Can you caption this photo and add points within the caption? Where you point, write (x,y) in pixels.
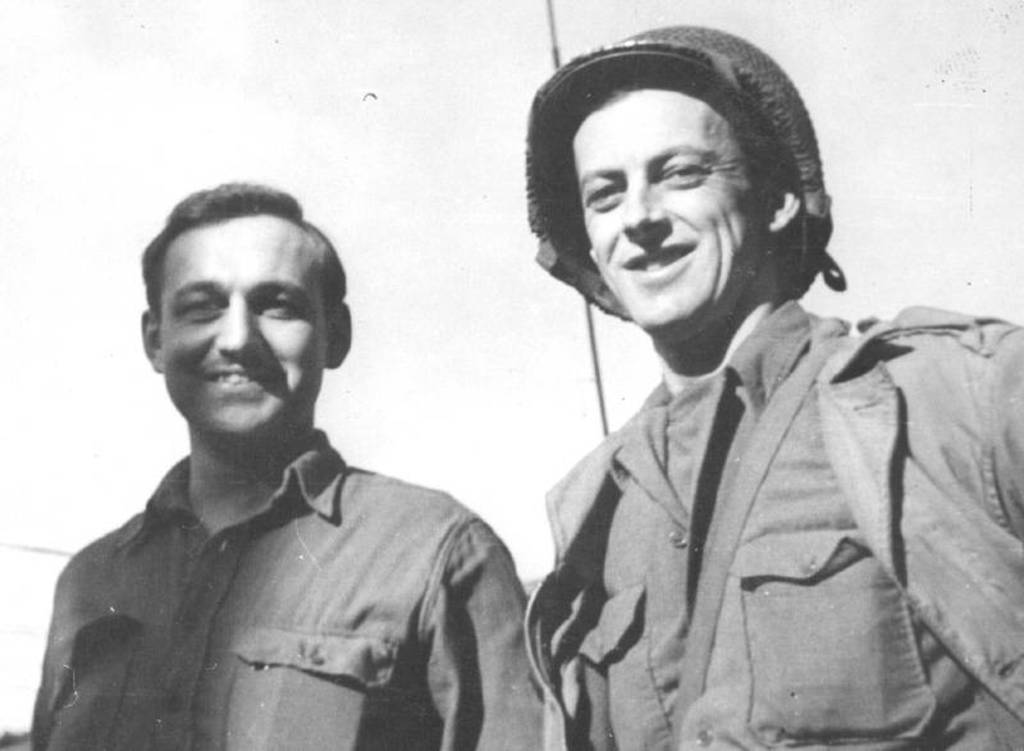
In this black and white picture there are two men (437,502) standing. They are smiling. The man (788,243) to the right (777,95) is wearing a helmet (566,160). The background (561,403) is white.
